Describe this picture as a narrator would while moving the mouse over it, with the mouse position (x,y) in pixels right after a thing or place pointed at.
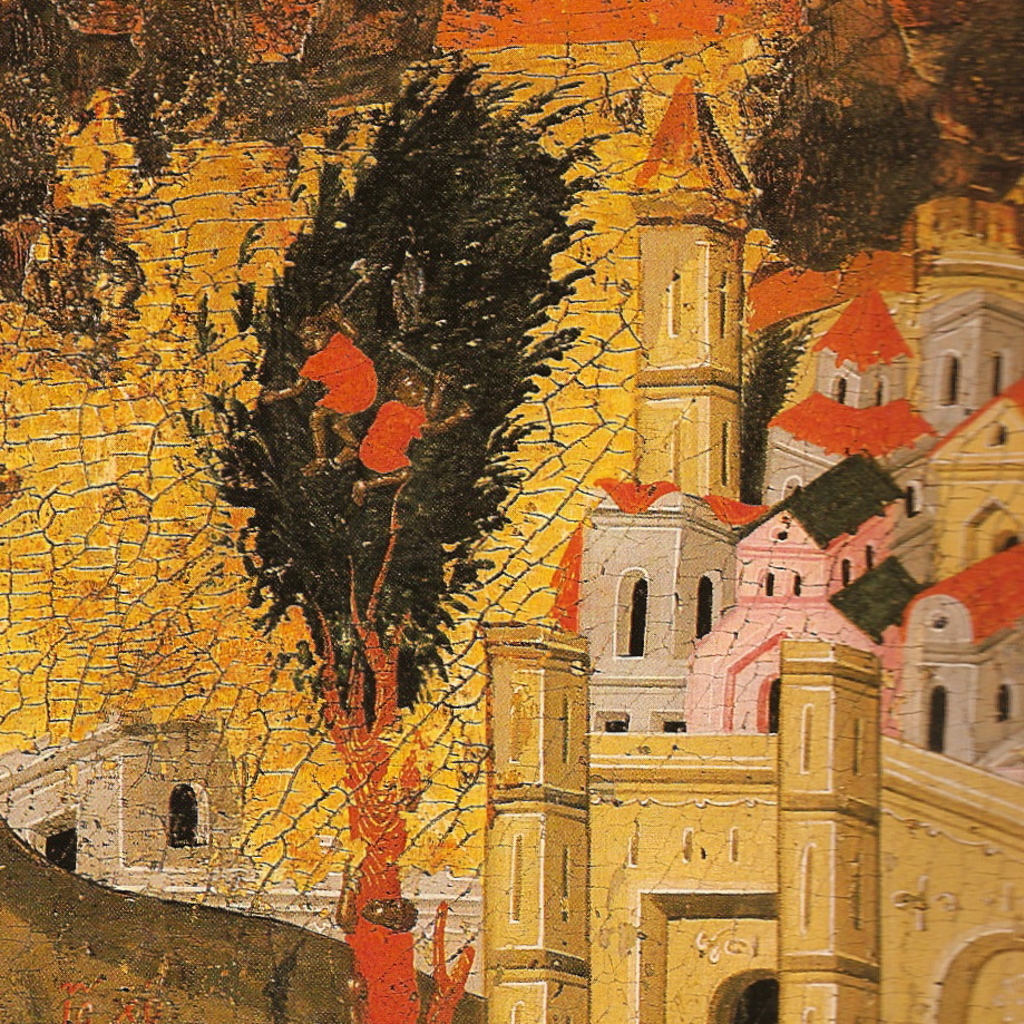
This is a painting and in this painting we can see buildings (165,746), trees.
